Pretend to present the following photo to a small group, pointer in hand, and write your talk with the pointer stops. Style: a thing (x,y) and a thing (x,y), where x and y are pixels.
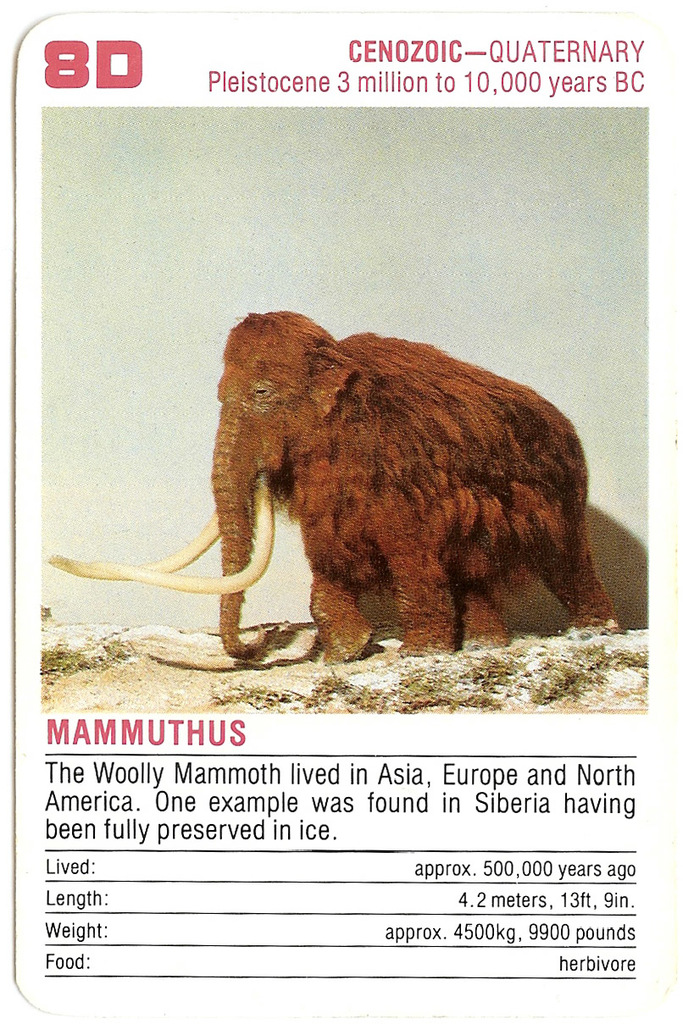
In this picture I can see an information card (307,311). In this card (406,311), I can see a picture (296,413) of mammoth animal (532,506) and information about that animal (424,638).
